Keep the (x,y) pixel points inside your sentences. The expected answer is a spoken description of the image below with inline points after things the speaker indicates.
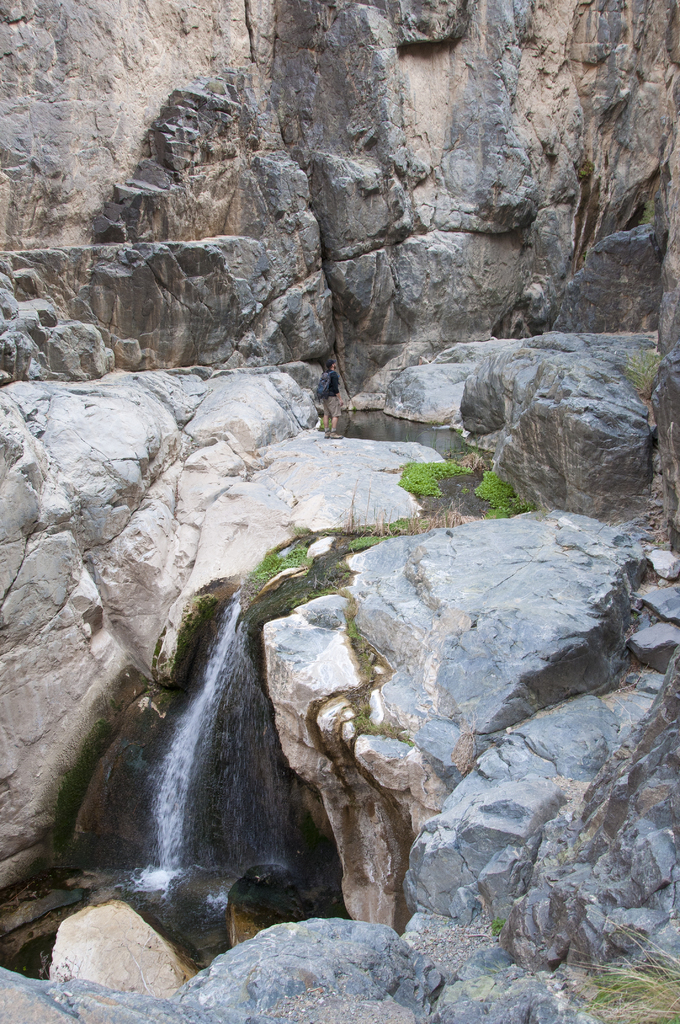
Here we can see rocks (440,840), waterfall (262,749) and grass (431,483).
